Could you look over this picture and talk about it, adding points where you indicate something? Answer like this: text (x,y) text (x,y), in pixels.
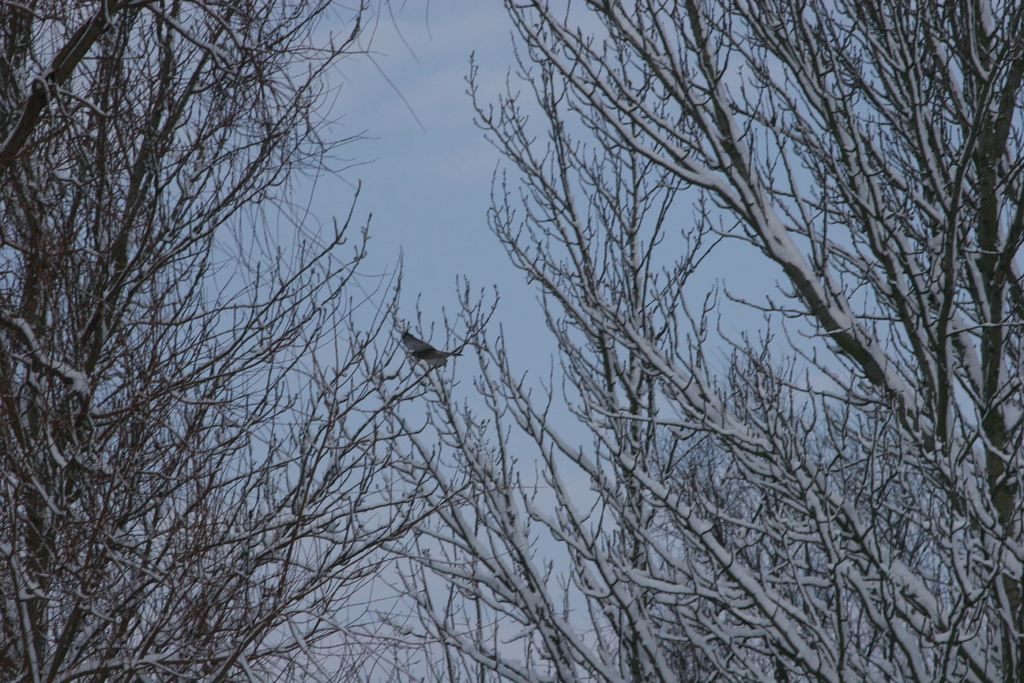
In this picture I can observe trees (370,406) in the middle of the picture (631,433). There is a bird (416,350) on the branch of a tree (405,383) in the middle of the picture (425,367). In the background (424,197) I can observe sky (425,178).
